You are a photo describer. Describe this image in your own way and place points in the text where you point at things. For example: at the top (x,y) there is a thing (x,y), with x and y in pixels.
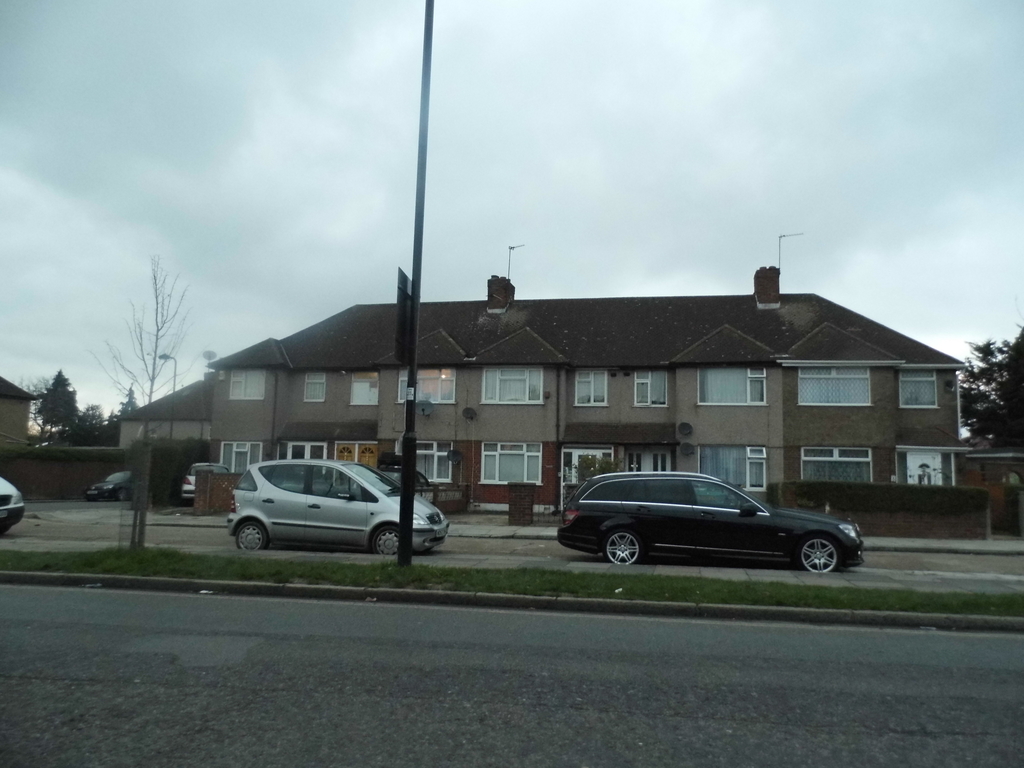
In the picture I can see cars (757,513) are on the road (59,602), I can see board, pole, trees (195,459), houses (460,396), the wall (210,483) and the cloudy sky (583,267) is the background (126,197).
